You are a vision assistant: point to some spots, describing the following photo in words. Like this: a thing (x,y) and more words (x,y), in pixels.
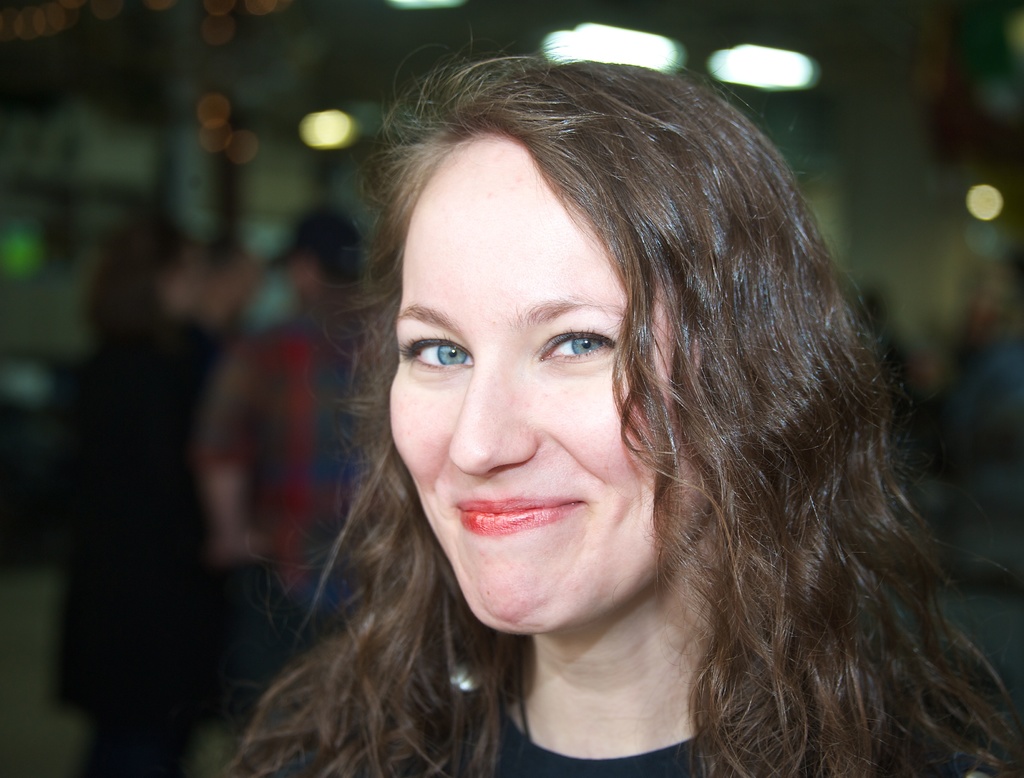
In this image we can see a woman (704,298) with long hair (503,660) wearing black dress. In the background (141,353), we can see a group of people (234,391).
